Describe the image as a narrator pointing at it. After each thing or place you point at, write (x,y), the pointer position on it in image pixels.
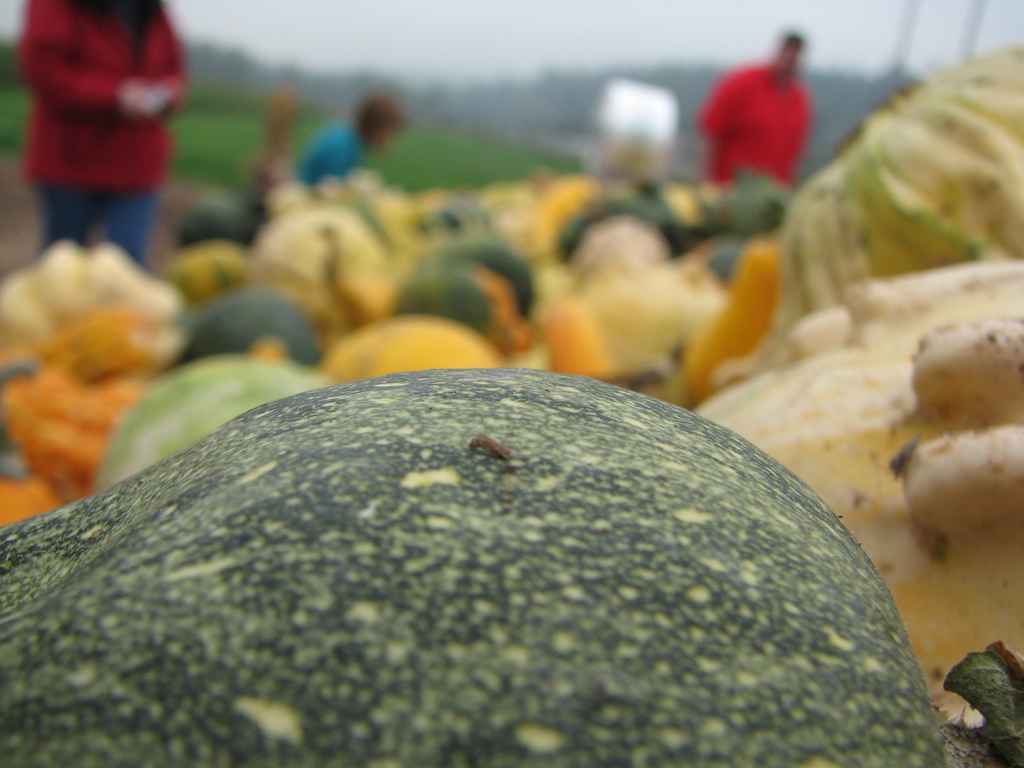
In this picture I can see there are few fruits (639,312) and there are few people (752,120) standing in the backdrop (304,155) and the backdrop (90,187) is blurred.
